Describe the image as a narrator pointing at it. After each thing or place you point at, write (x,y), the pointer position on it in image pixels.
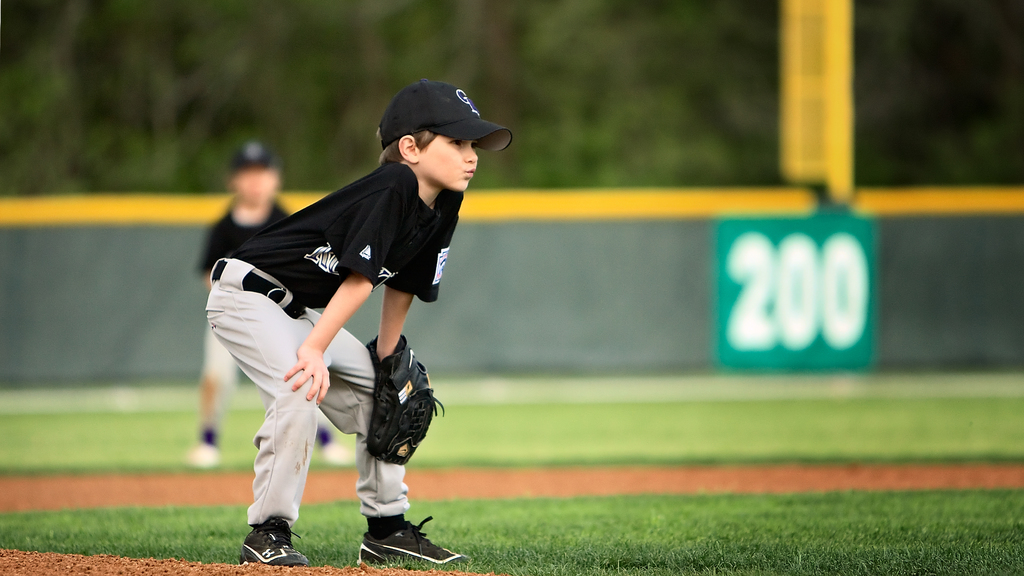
In this image we can see two kids (327,219), they are playing baseball, there is a board (751,347) with a number (762,326) on it, there is a pole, grass (593,424), and the background (607,175) is blurred.
